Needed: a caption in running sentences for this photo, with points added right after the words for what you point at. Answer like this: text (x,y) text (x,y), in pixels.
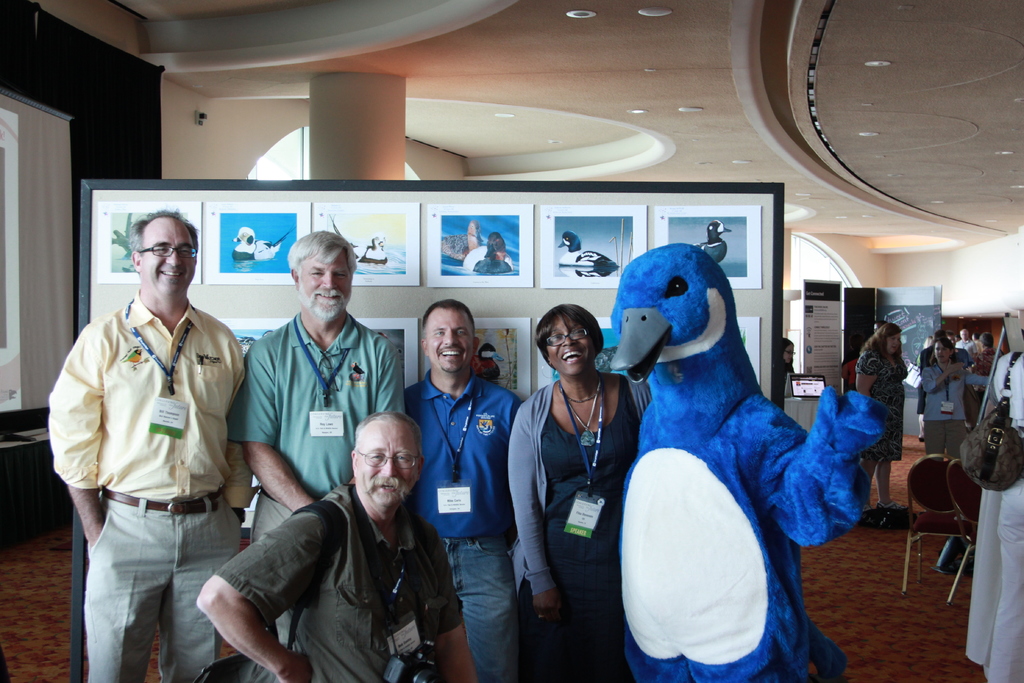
In this image we can see the inner view of a building (852,613) and there are some people (899,447) and among them few people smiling and posing for a photo. There is an object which looks like a toy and we can see a board (535,335) with some pictures (347,212) and there are some other objects (950,493) in the room (547,44).
